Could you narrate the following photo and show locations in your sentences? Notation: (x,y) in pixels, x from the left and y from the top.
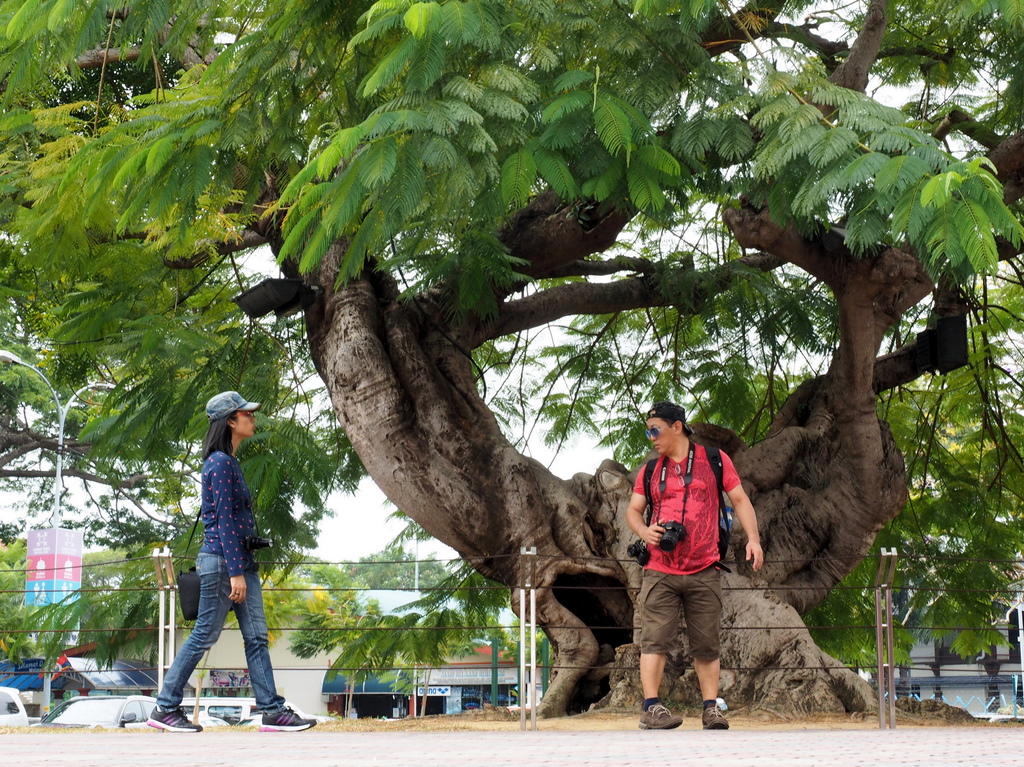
In front of the image there is a person (692,492) standing by holding a camera (678,532), beside the person (702,505) there is a woman (246,585) walking, behind them there is a metal rod fence (800,627) with cables (473,627), behind that there are trees (581,539), vehicles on the roads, lamp posts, sign boards (55,595) and buildings (937,669).
